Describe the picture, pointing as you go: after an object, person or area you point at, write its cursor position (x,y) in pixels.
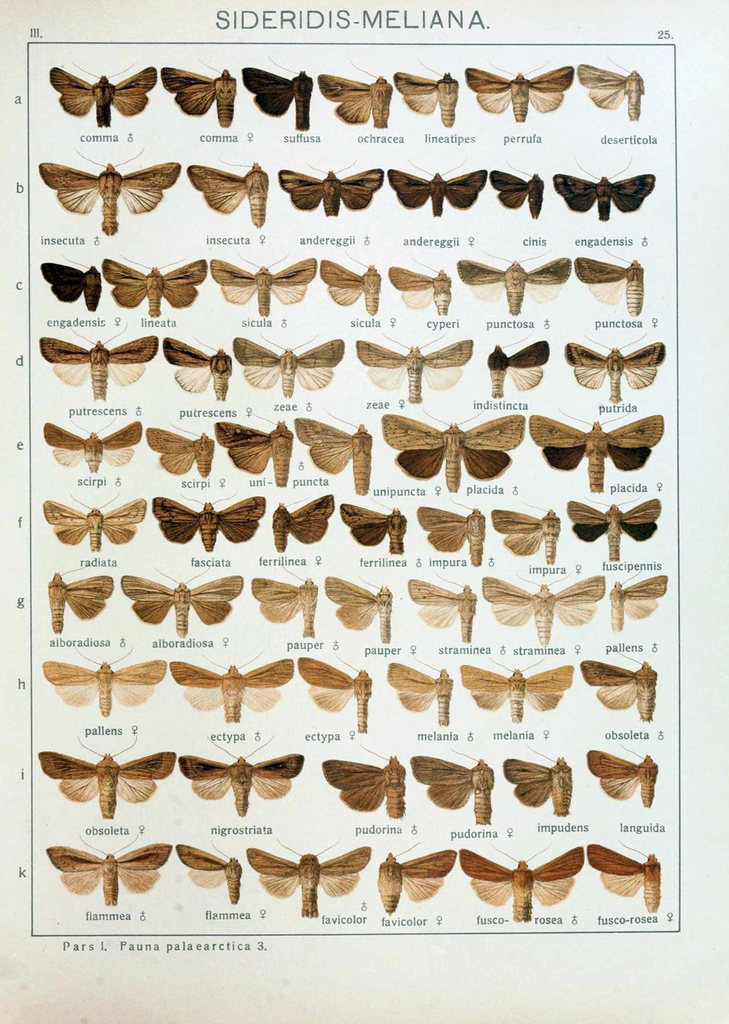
This picture might be a painting (289,315) on the paper (294,325). In this image, we can see butterflies (312,699) on the paper (500,768).
